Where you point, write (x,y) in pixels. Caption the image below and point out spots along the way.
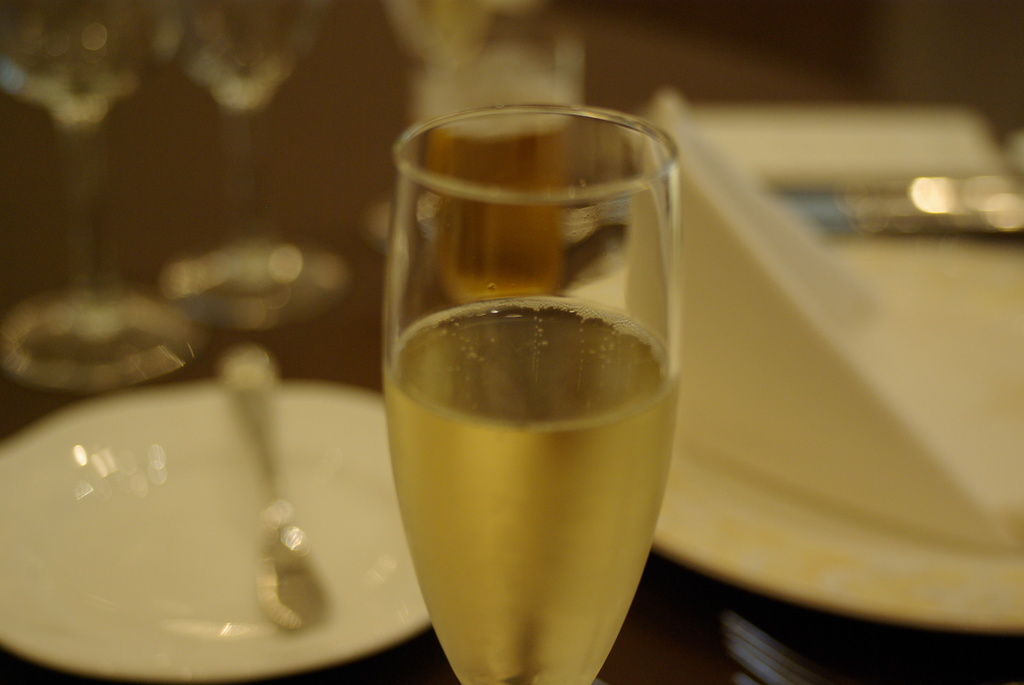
In this picture we can see a glass (477,556) with drink (536,364) in it, plate (306,466) with a spoon (246,419) on it and in the background (921,180) we can see glasses (99,82), some objects (705,196) and it is blurry.
